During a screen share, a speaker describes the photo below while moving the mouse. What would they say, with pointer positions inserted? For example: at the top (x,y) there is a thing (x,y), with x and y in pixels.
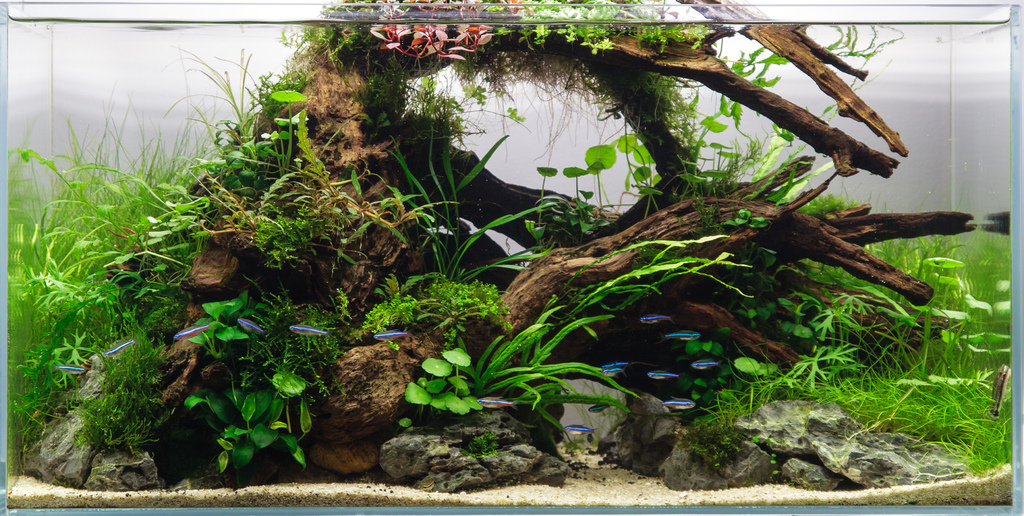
In this picture I can see the aquarium (313,213). In that I can see water (862,130), plants (393,295), grass (940,288), leaves (559,330) and wooden structure (797,249).
